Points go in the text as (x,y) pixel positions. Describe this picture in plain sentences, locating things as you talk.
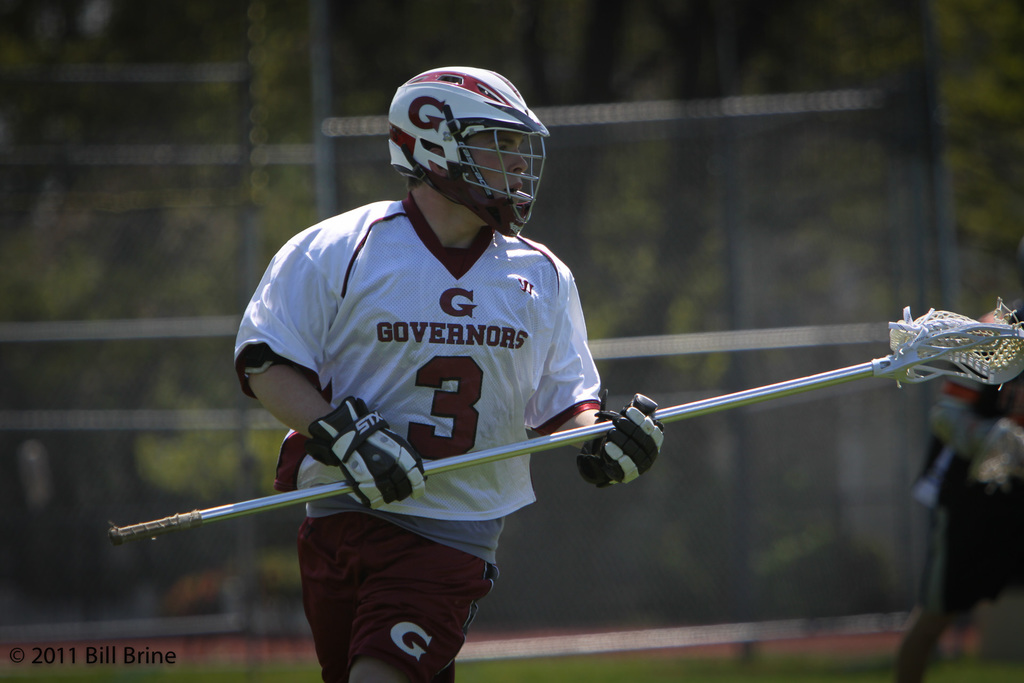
In the image in the center (345,307) we can see one person (445,367) standing and holding some object (909,341) and he is wearing helmet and gloves (626,420). In the background (953,296) we can see fence (824,161) etc.
